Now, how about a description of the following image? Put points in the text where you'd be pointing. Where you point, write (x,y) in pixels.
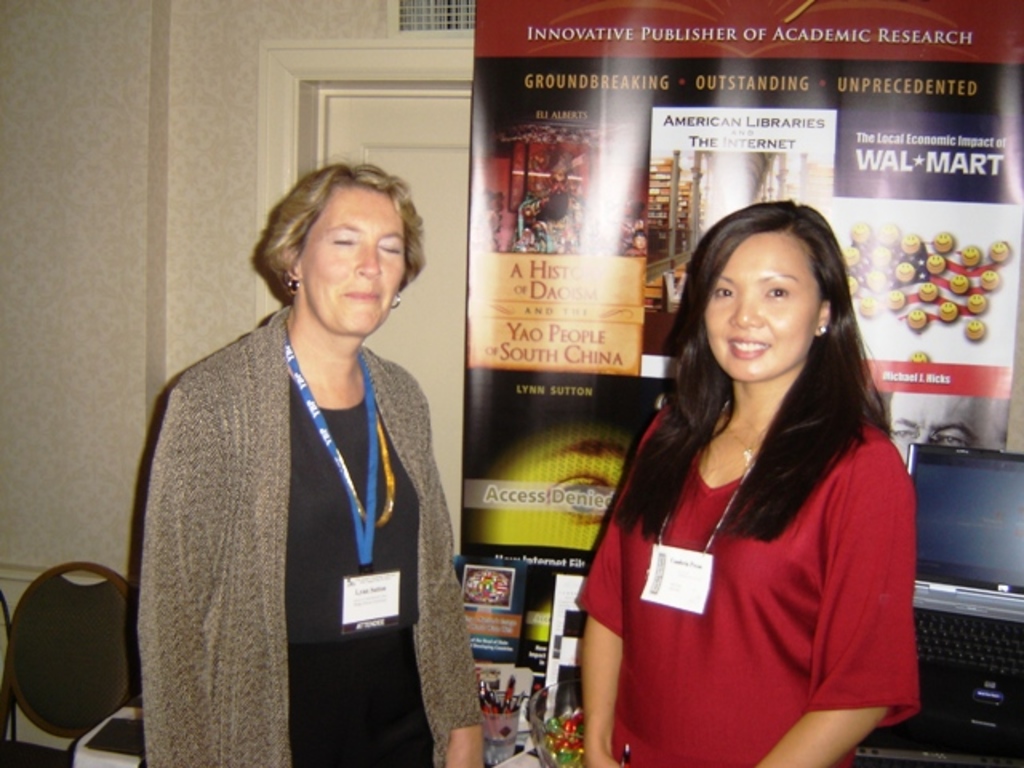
In this image i can see 2 women (271,475) standing beside each other, and in the background (629,190) i can see a banner (628,144), a door (460,135), a wall (166,124) and a chair (52,659). To the right corner of the image (945,469) i can see a laptop (942,619).
